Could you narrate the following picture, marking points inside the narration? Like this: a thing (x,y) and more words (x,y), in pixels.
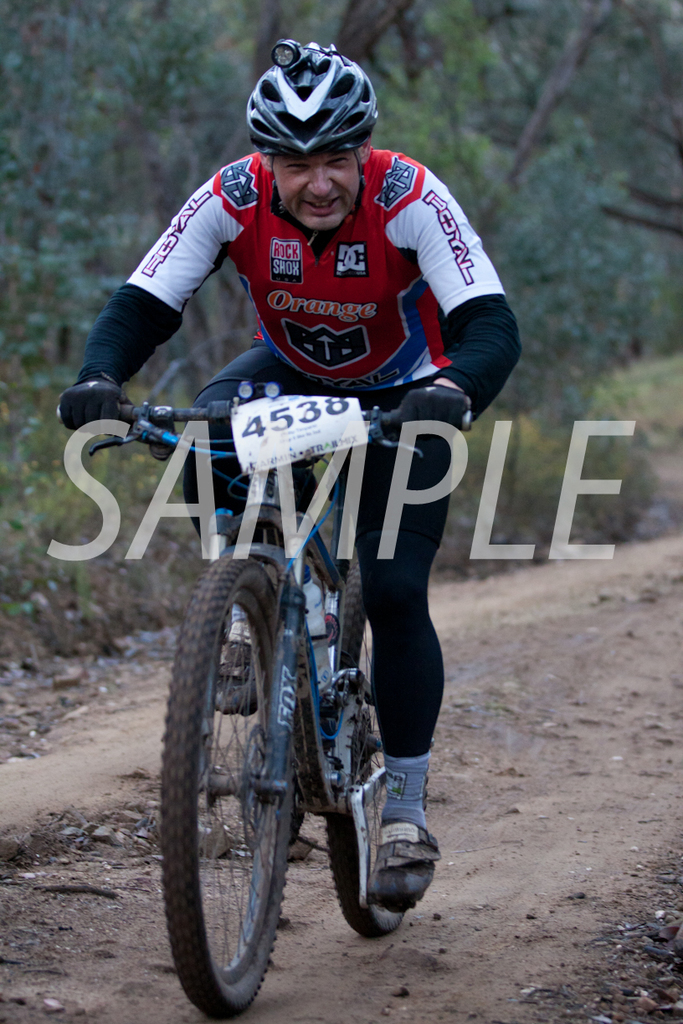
In this picture I can see a man (286,381) is sitting on the bicycle (289,563). The man (293,367) is wearing helmet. In the background (436,777) I can see trees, plants (506,485) and road (439,788).
